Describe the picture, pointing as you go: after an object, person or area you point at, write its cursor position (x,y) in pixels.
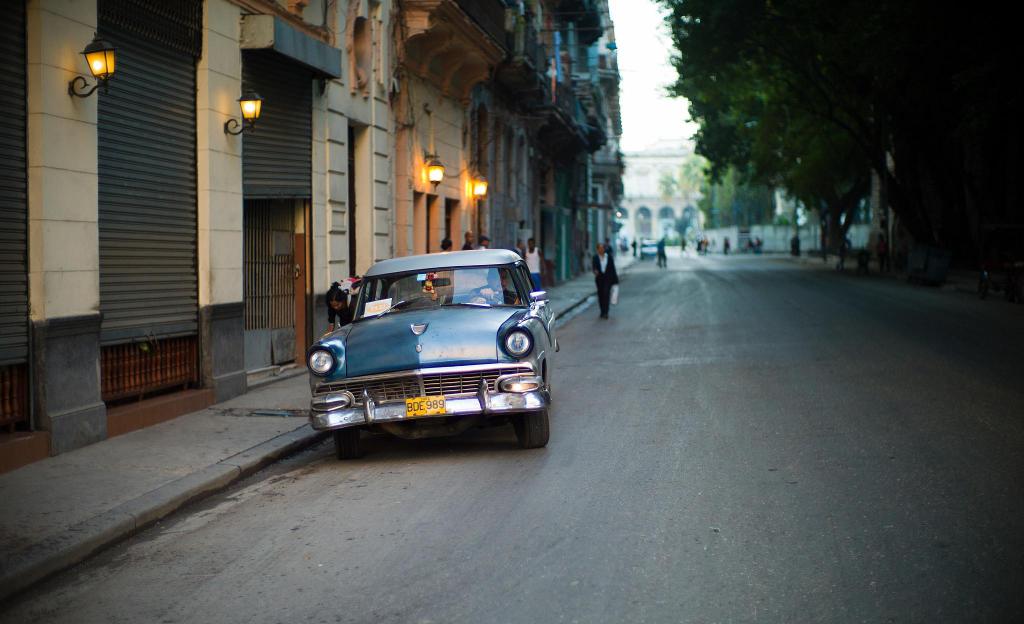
In this image we can see a road (729,455). Also there is a car (377,349). On the left side (225,239) we can see buildings (485,152) with shutters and lights (95,67). And we can see many people (599,256). Also there are trees (872,155) on the right side (961,167). In the background (648,138) there is sky (648,138).
